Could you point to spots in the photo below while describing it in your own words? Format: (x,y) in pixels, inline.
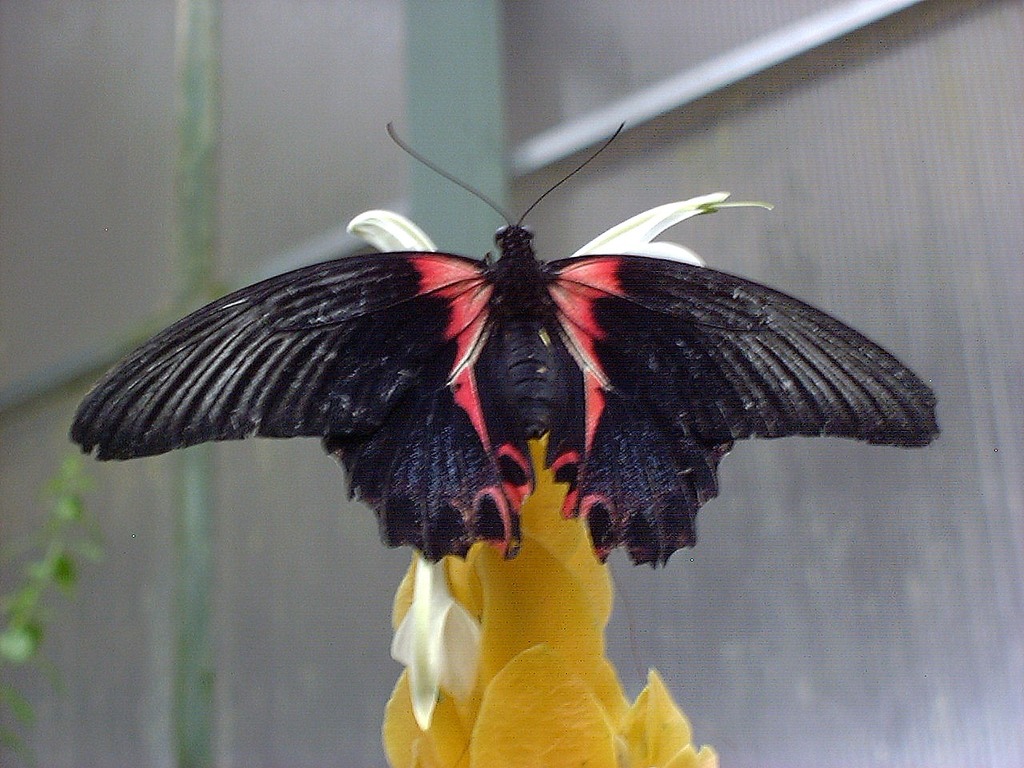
In the image I can see a butterfly (606,508) which is on the flower (441,595) and behind there is a plant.
